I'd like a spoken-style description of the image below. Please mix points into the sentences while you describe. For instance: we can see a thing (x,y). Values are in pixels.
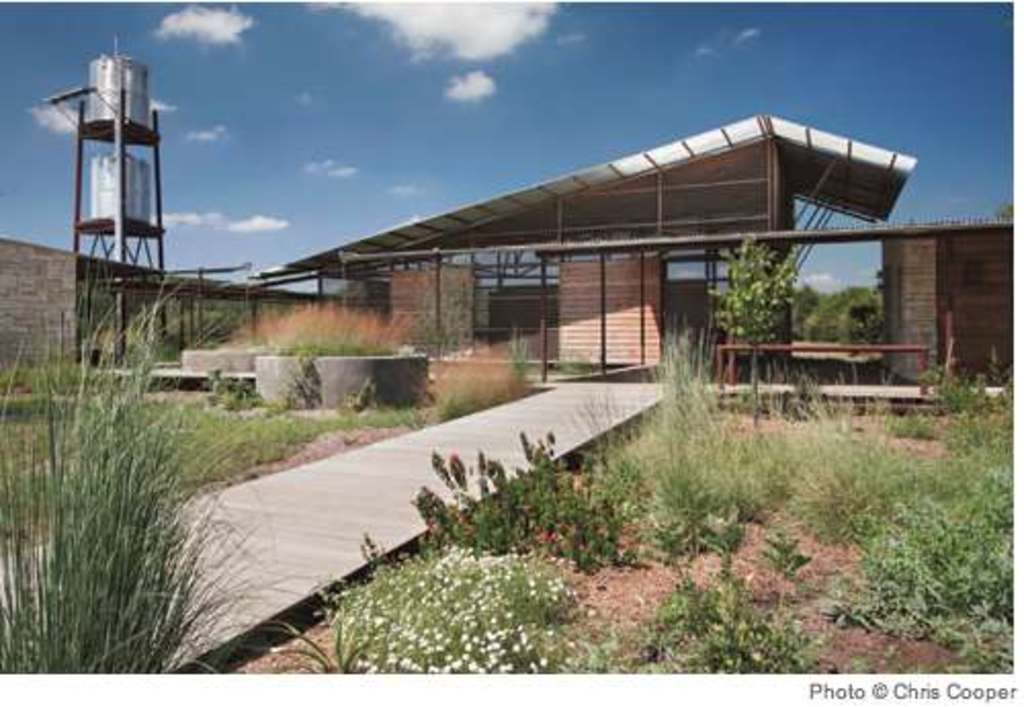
In this image we can see a house (543,317) with roof (463,211) and a pathway (529,421). We can also see some grass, plants (530,541) and trees (850,291). On the backside (158,238) we can see a tower (121,203) with drums (143,160) and the sky (503,104) which looks cloudy.
